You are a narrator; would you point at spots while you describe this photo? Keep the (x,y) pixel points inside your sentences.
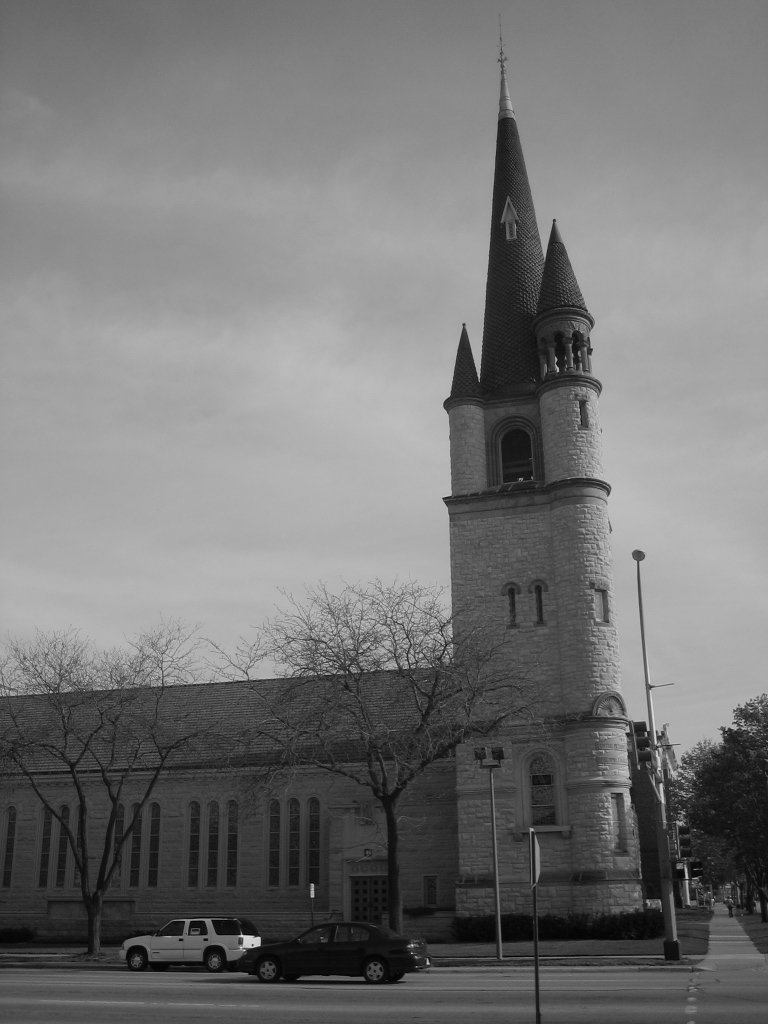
In this image we can see a building (260,829), there are two vehicles (210,948) on the road (177,978), some poles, trees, a signboard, and also we can see the sky (361,379).
